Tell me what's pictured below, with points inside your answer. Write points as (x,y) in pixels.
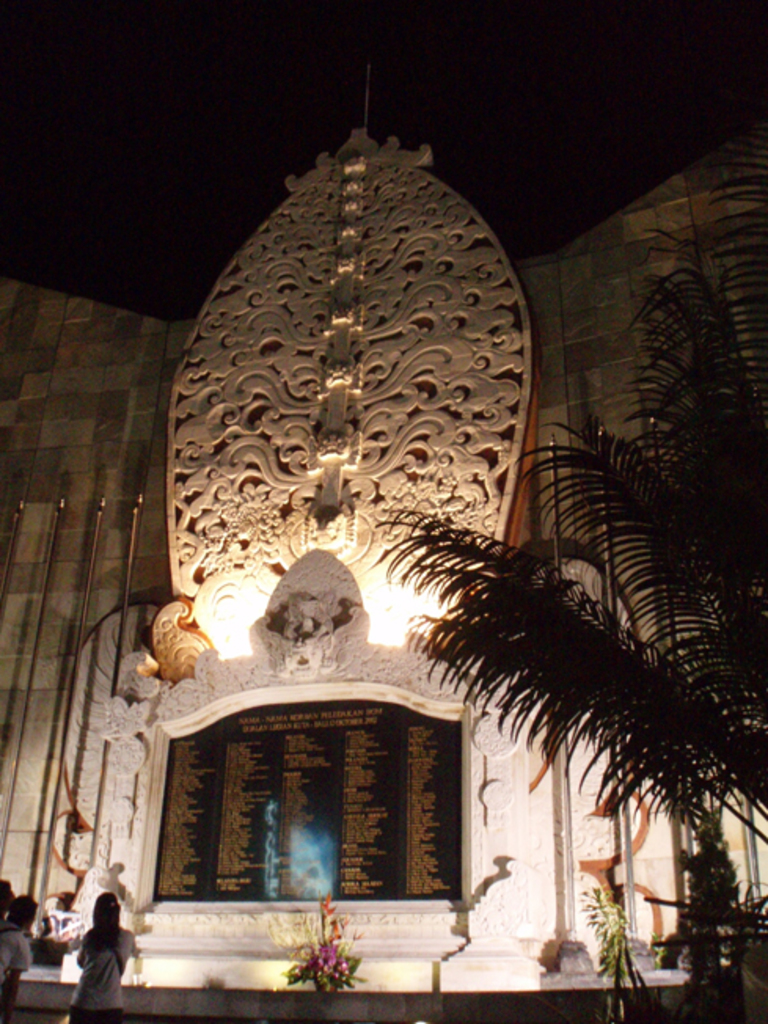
In this picture we can see some people (16,944) are standing on the path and on the right side of the people (27,961) there is a tree (737,763) and behind the people (6,933) there is a wall (117,473). Behind the wall (359,292) there is a dark background (183,185).
